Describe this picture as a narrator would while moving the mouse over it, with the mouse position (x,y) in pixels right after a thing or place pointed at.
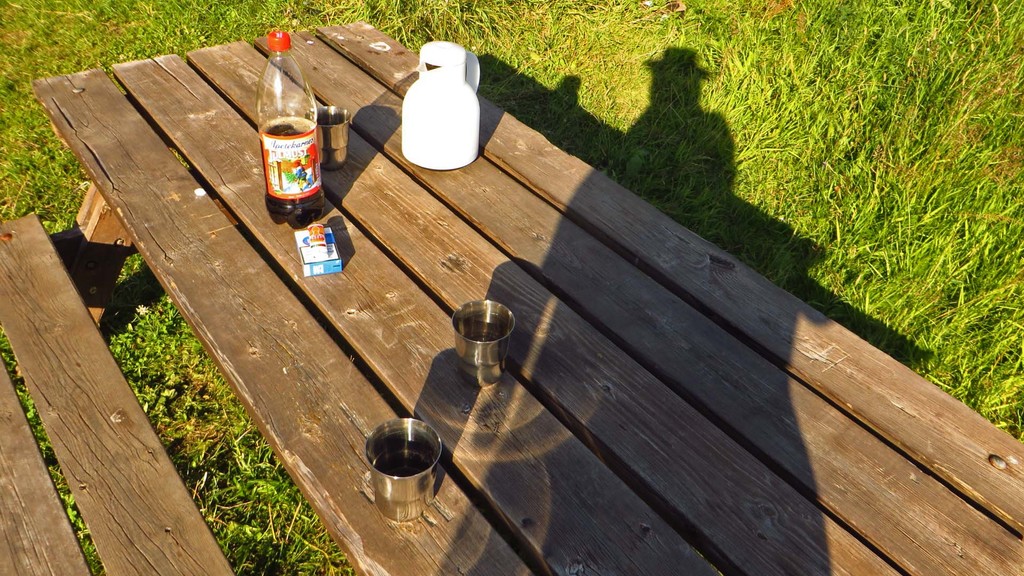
In this image there is a drink bottle (278,43), glass (344,153), a jug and a box (306,230) in the wooden table (249,410) and in the back ground (700,149) there is a grass (834,25).
